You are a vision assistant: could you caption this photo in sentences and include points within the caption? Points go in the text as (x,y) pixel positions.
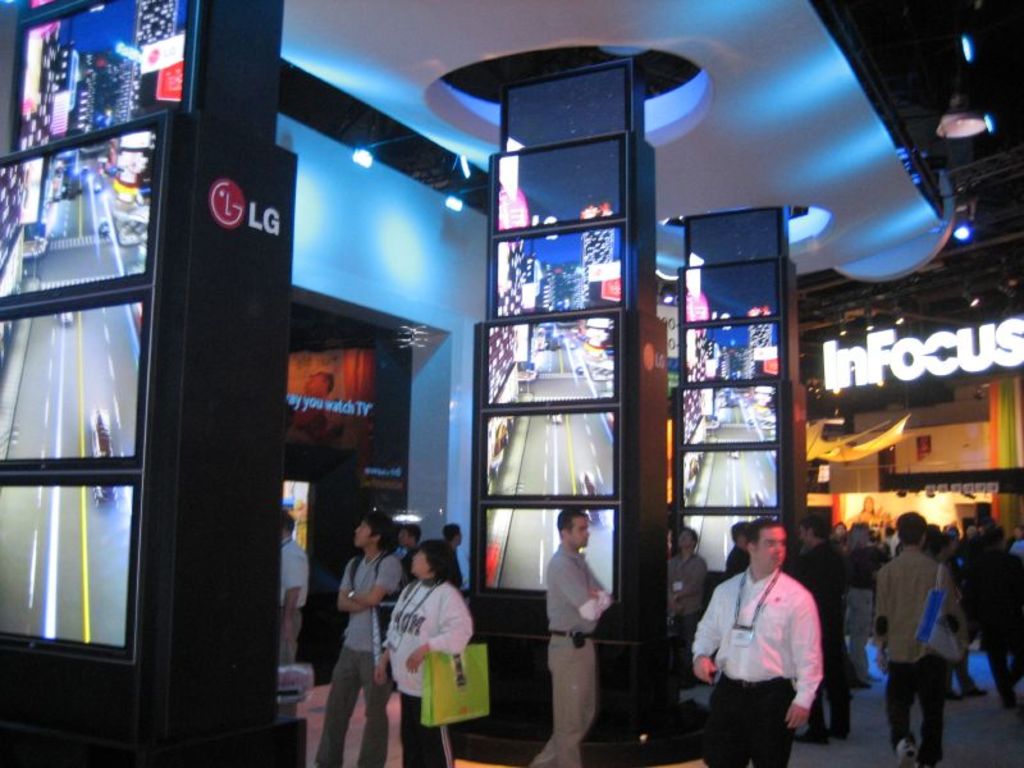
There are few people (370,616) standing and few people (850,598) walking. These are the screens (541,328) with the display (768,391). This looks like a name board (882,373) with the lights (895,368). This is the ceiling (901,45). I think this picture was taken inside the building (966,75).
